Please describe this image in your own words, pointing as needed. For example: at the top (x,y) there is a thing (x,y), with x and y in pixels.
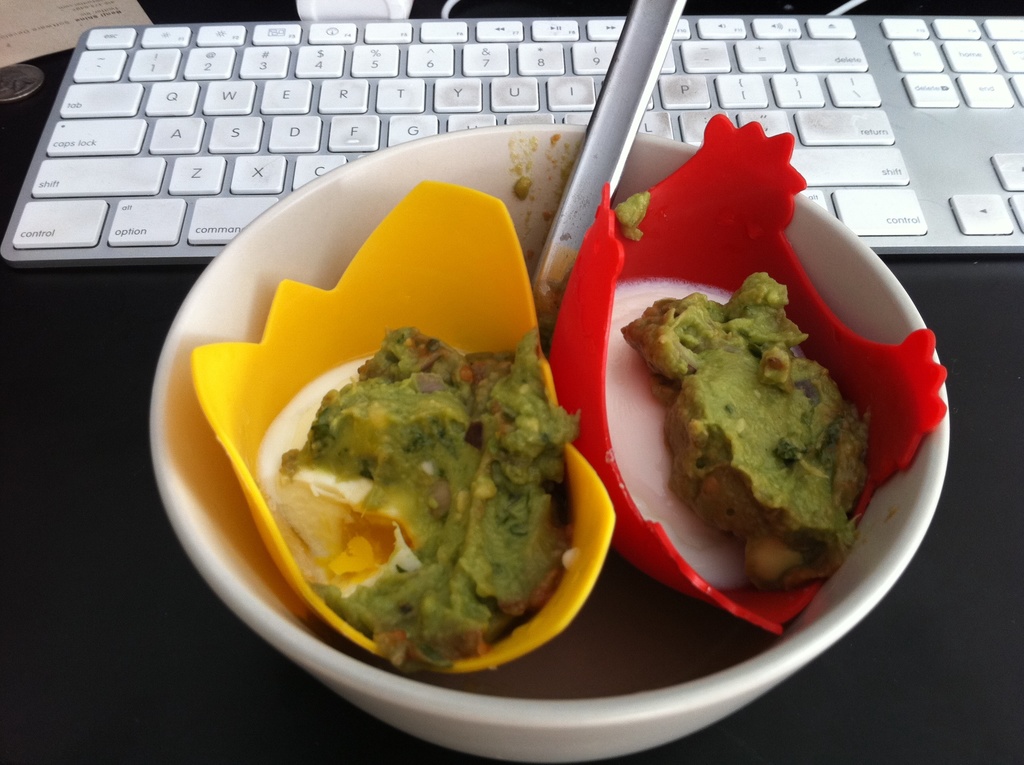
In this picture we can see a bowl (805,208) with food items (426,423) in it, keyboard (326,90) and these two are placed on a black platform (173,685).
